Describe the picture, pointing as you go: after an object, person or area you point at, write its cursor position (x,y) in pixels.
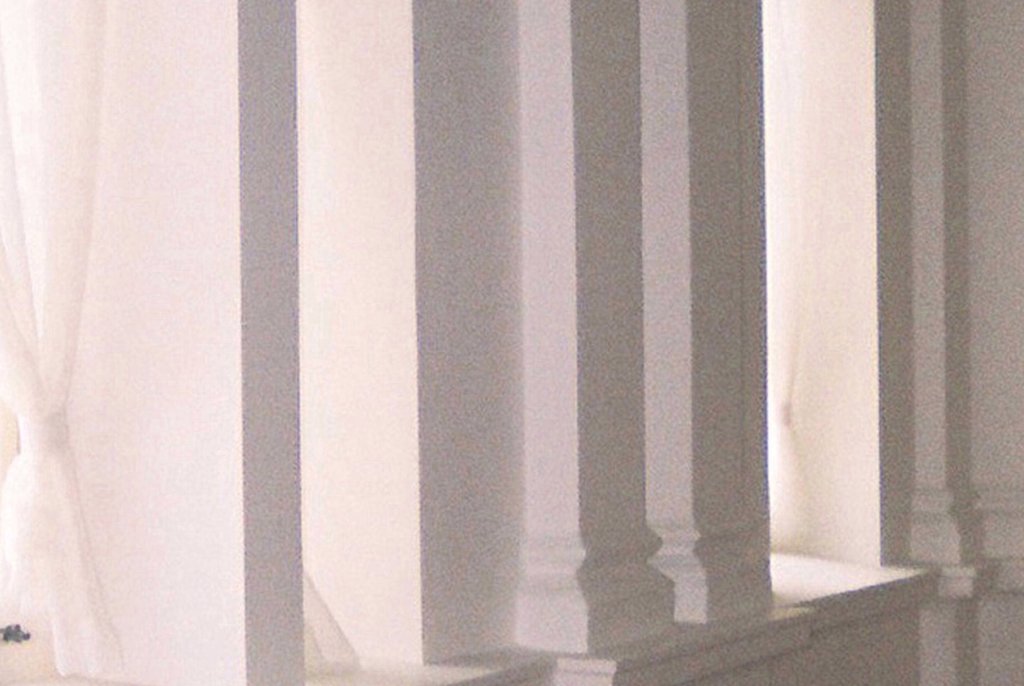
In this image I can see the pillars (460,343) and the white color curtains (54,318).
